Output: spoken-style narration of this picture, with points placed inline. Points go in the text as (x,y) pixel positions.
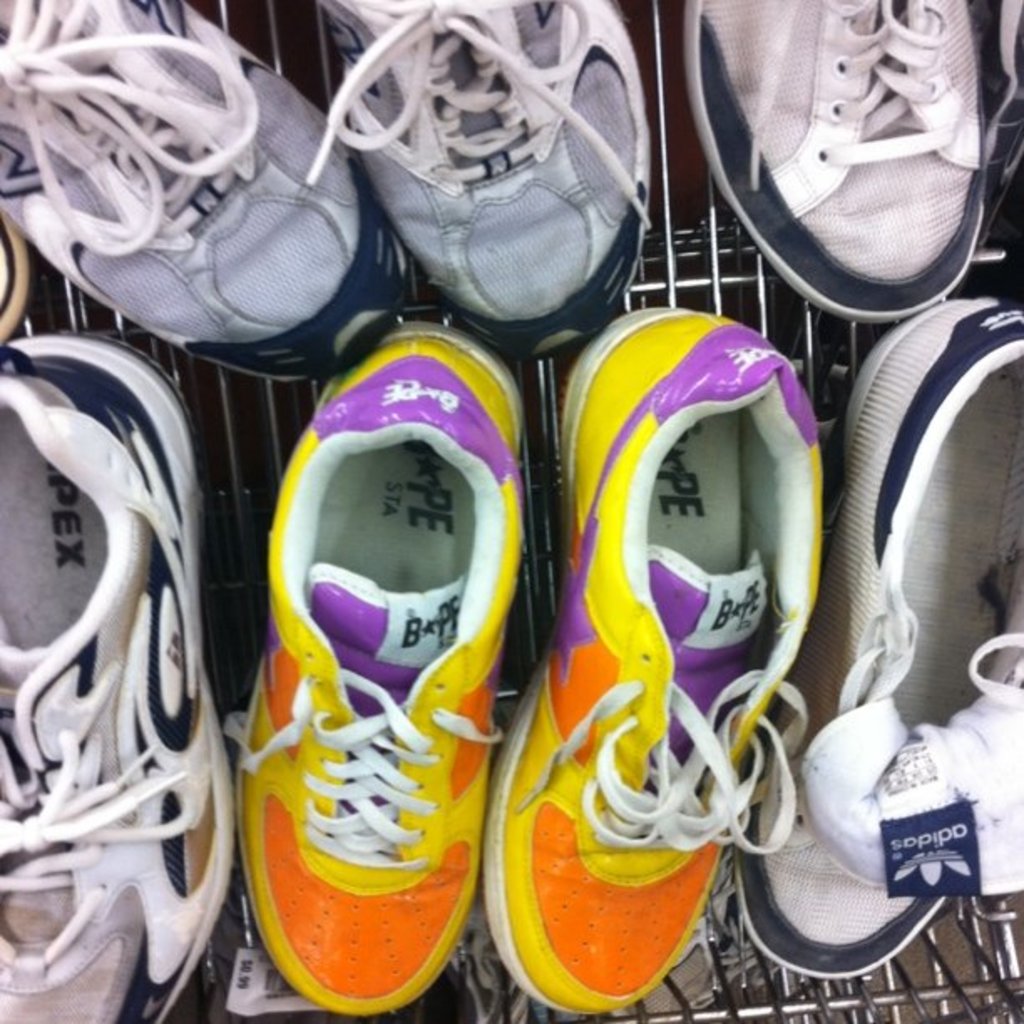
In the picture we can see a shoe rack (703,1016) with some shoes (289,903) on it and one pair of shoe (304,674) is yellow, orange and violet in color.
